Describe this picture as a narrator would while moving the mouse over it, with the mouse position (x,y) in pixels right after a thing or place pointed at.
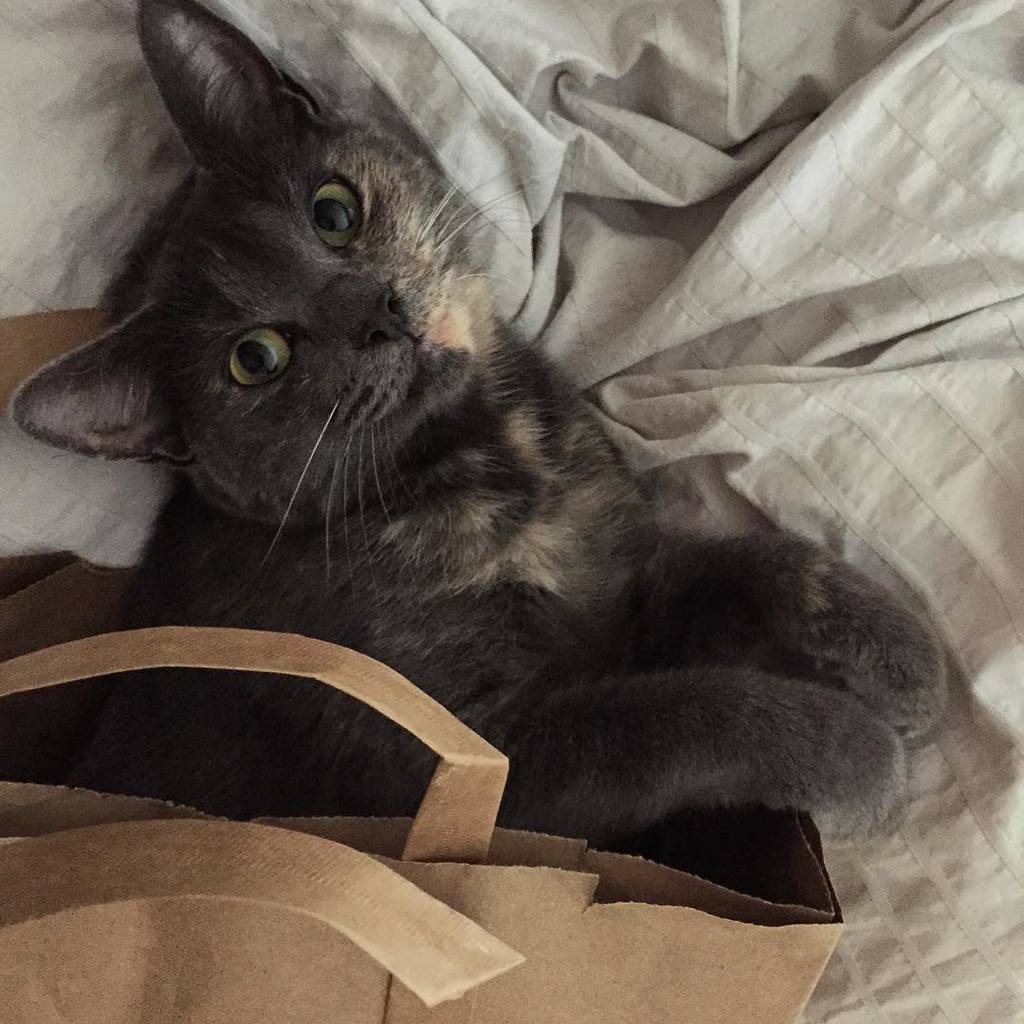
In this image we can see a cat (550,556) lying on the blanket (756,433). At the bottom (683,920) there is a bag (484,921).
